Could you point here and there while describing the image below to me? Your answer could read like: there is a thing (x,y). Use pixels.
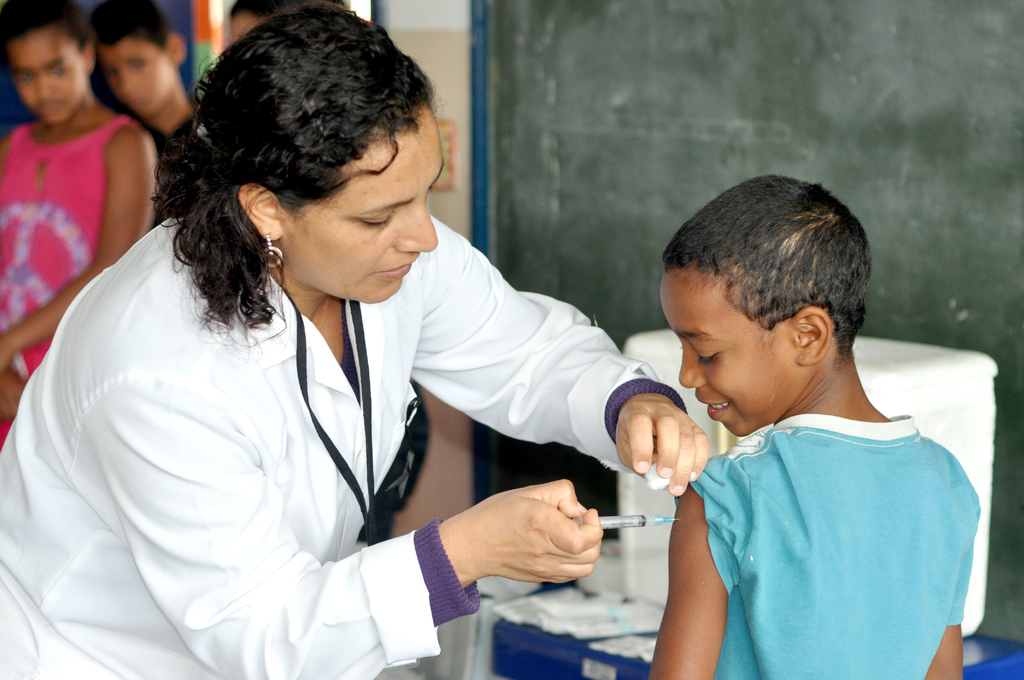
In this image there is a boy (737,494) standing, beside him there is a lady doctor (260,537) giving injection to the boy (705,549), behind them there are few more children's (18,233). On the right side of the image (744,113) there is a board (826,162), in front of the board (936,330) there is a table (997,642) with some stuff (882,383) on it.
